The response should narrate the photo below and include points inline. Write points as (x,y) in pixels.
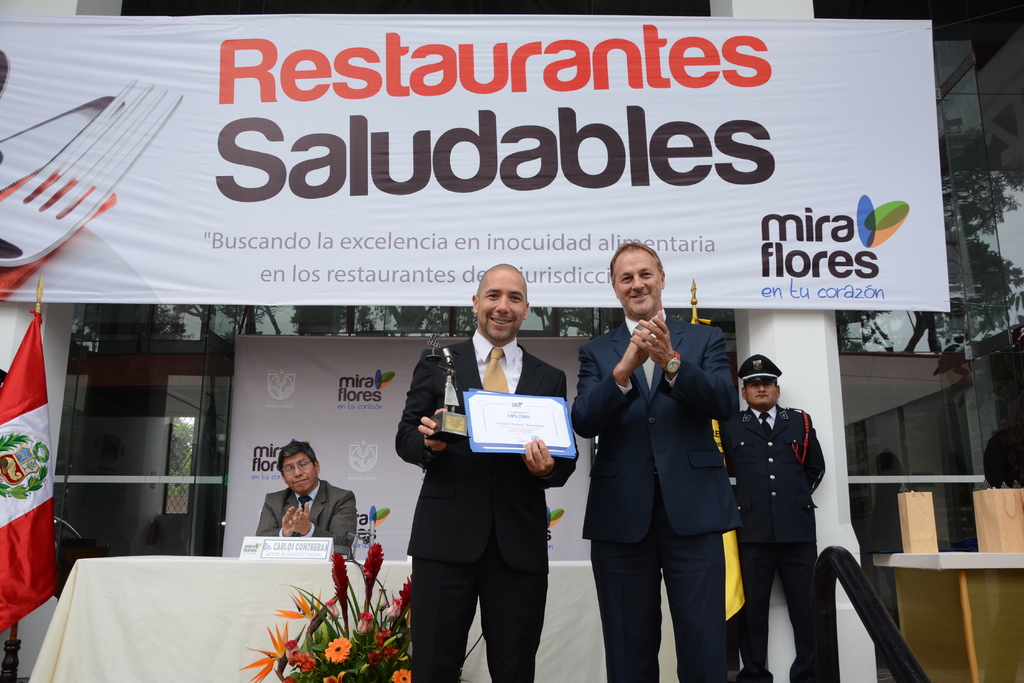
In this image I can see number of people (413,428) where on the left side (284,472) I can see one is sitting and on the right side (704,376) I can see three of them are standing. In the front (484,423) I can see both of them are wearing formal dress (493,545) and I can see the left one is holding an award (430,349) and a certificate (479,410). On the bottom side of the image (369,566) I can see few flowers (288,656) and on the left side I can see a flag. In the background (44,271) and on the top side of this image (378,139) I can see two boards (403,337) and on it I can see something is written.
